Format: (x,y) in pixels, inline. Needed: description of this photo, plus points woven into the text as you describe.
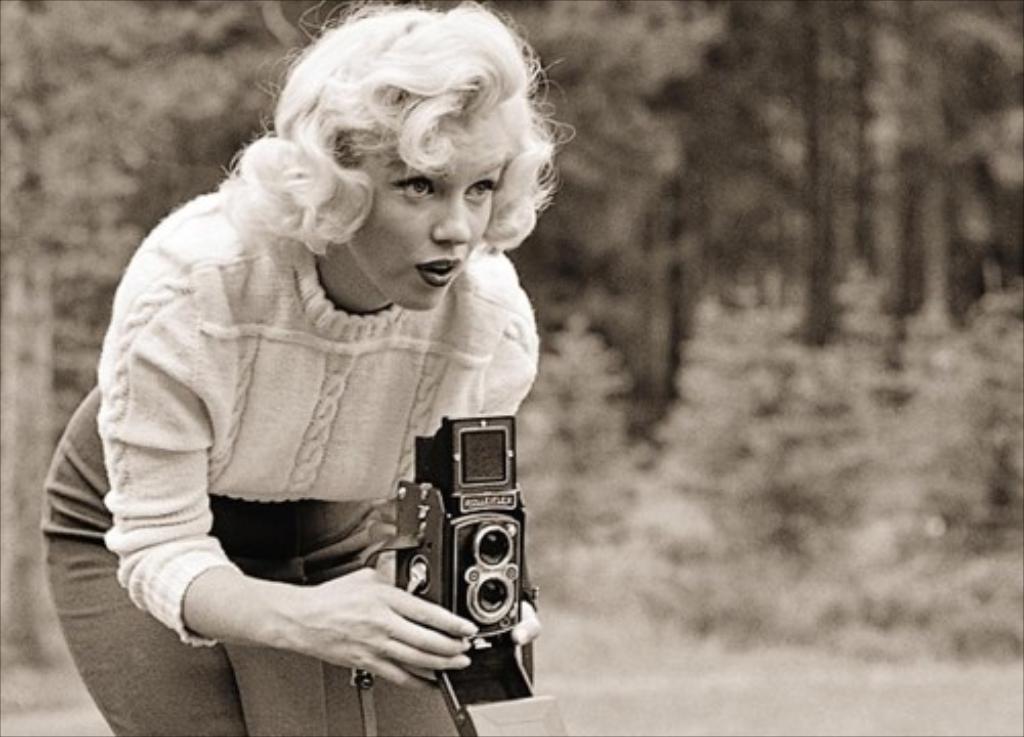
This is the picture of a woman (304,564) standing and taking the picture with the camera (522,716) and in back ground (627,294) there are trees (597,265).
